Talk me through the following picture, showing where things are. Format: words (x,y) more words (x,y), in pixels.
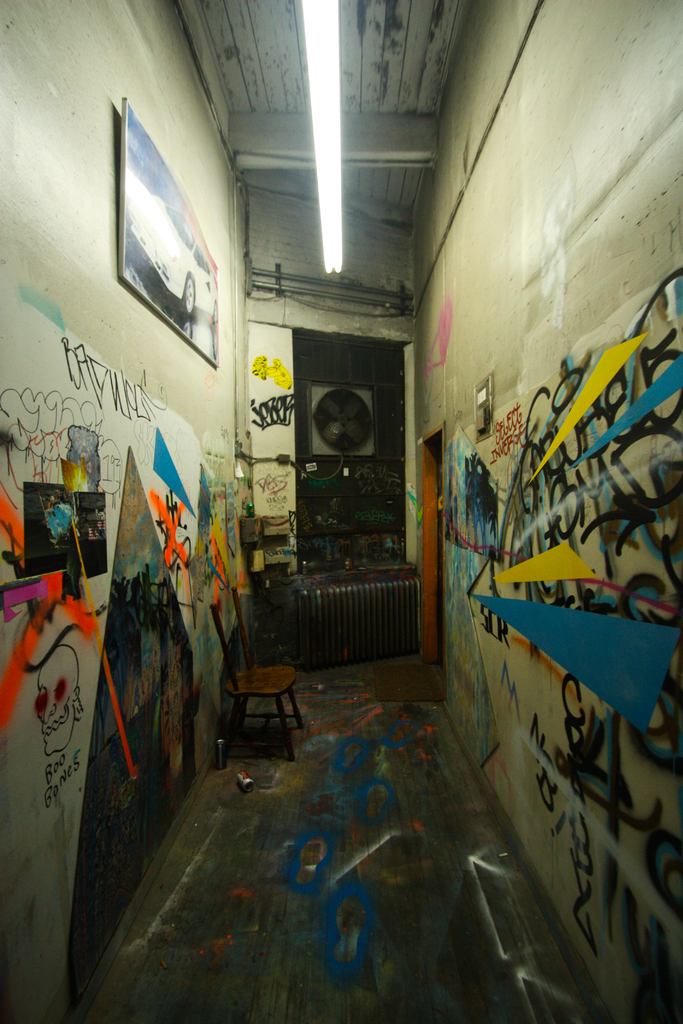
In this image there is a floor (214,855), there is a chair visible on the floor (222,870), on the wall (441,400) there are paintings (92,438), photo frames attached to the wall (227,240), at the top (365,62) there is a roof (292,93), on which there is a light (315,46), there is a fan (353,435) visible in the middle (347,428).
